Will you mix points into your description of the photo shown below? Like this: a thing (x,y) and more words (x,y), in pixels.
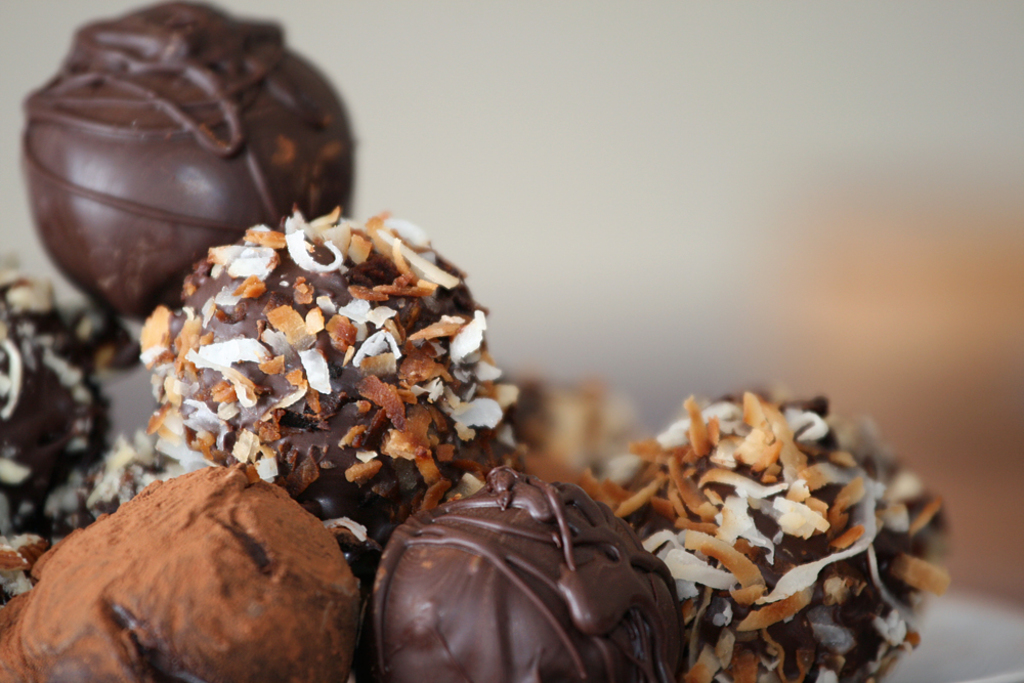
At the center of the image (429,378) there are chocolates (291,400).
